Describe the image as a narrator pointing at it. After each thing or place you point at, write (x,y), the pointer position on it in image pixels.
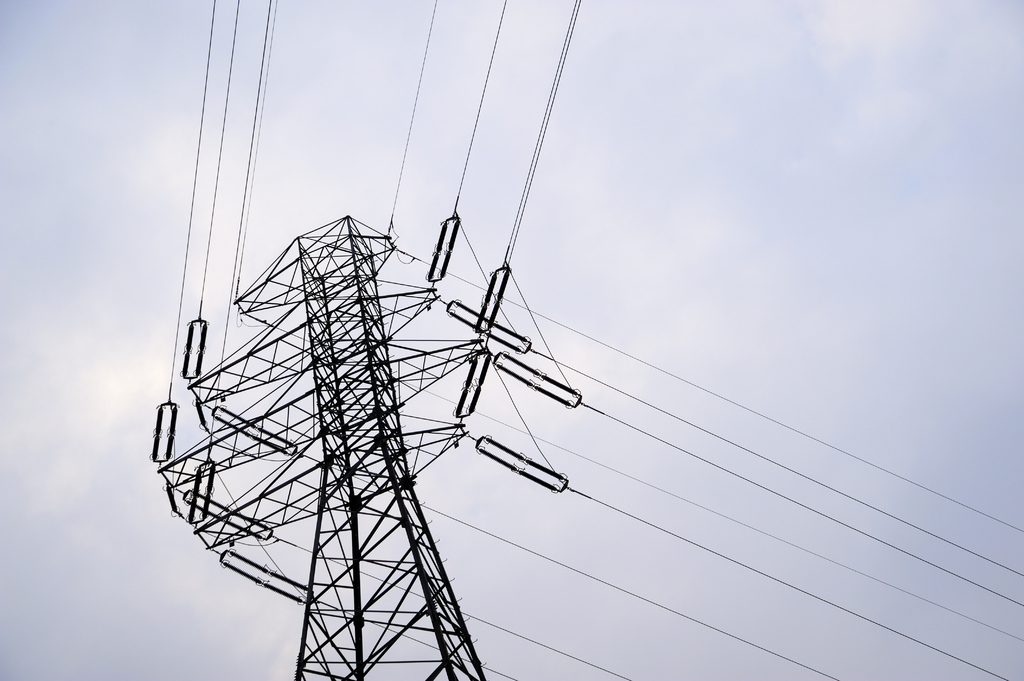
It is the image of a tower (319,403) it looks like an electricity tower (356,271), there are multiple links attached to the wires (609,507) from the tower (447,361), in the background (677,136) there is a sky (6,541).
